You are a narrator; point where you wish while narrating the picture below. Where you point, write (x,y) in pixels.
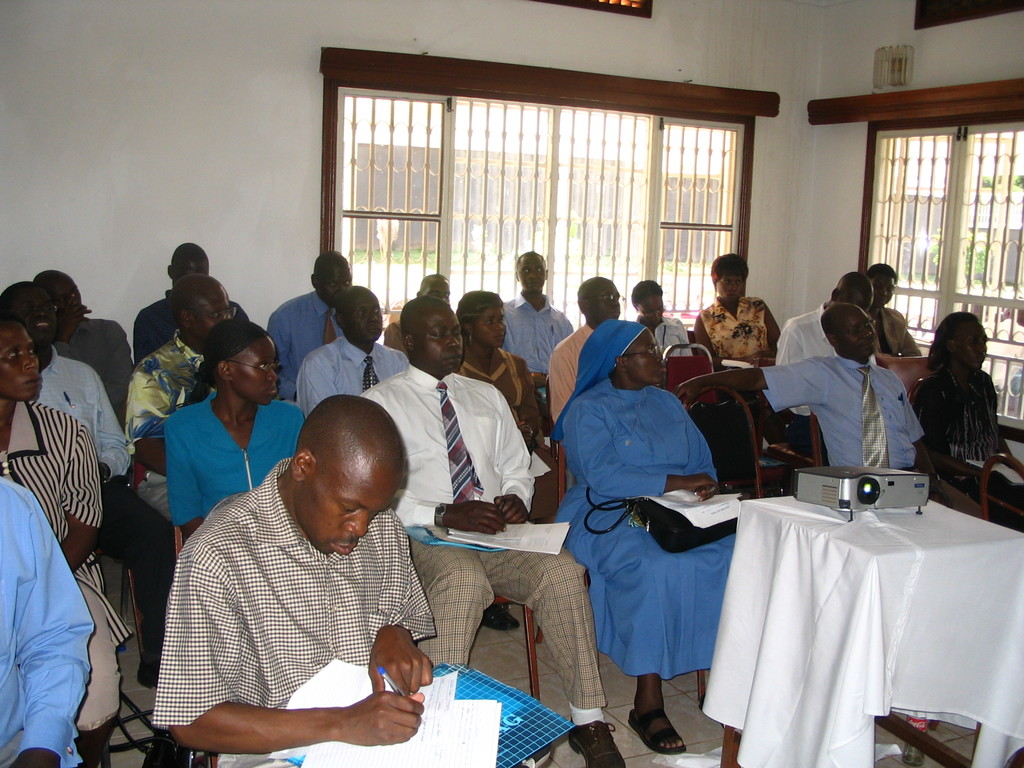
A group of people (409,395) are sitting on the chairs (728,459) and looking at the right side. There is a window (617,269) behind them.
